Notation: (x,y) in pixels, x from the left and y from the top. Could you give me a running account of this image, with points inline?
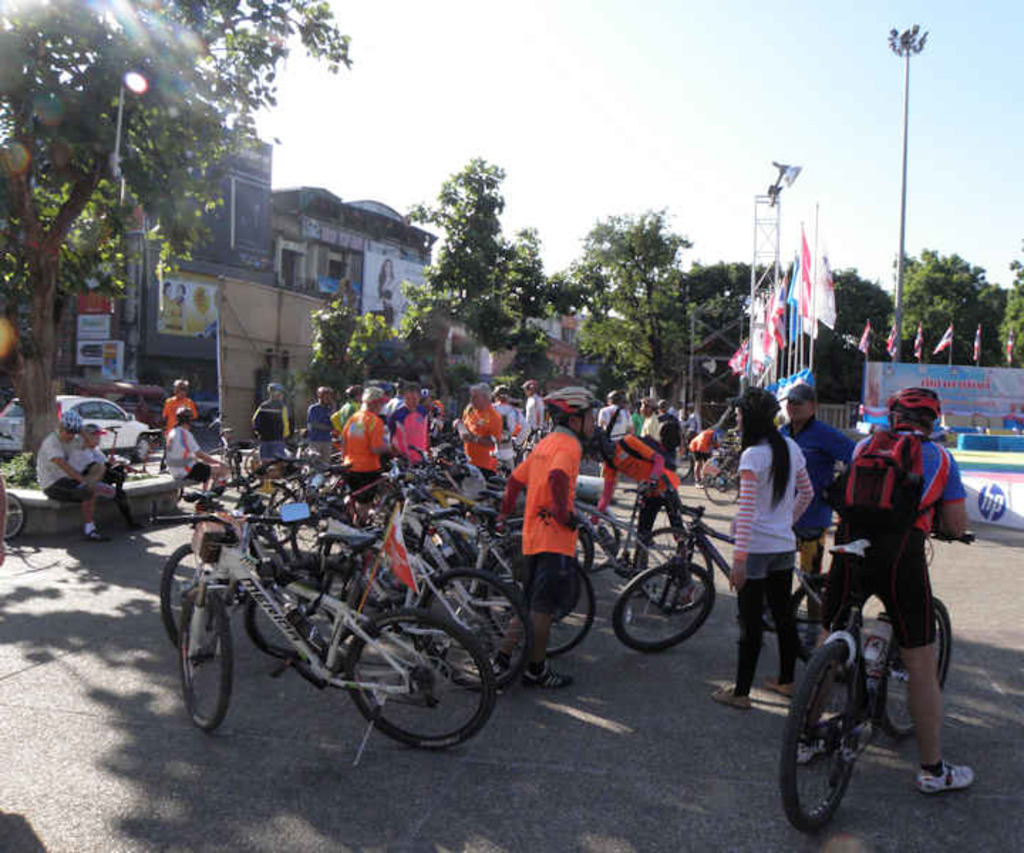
This image consists of many people (571,540) wearing helmets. And there are bicycles (408,651) parked on the road (396,760). At the bottom (291,778), there is a road (146,744). In the background (8,151), there are buildings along with trees (629,230). To the right (778,313), there are many flags (785,305).
